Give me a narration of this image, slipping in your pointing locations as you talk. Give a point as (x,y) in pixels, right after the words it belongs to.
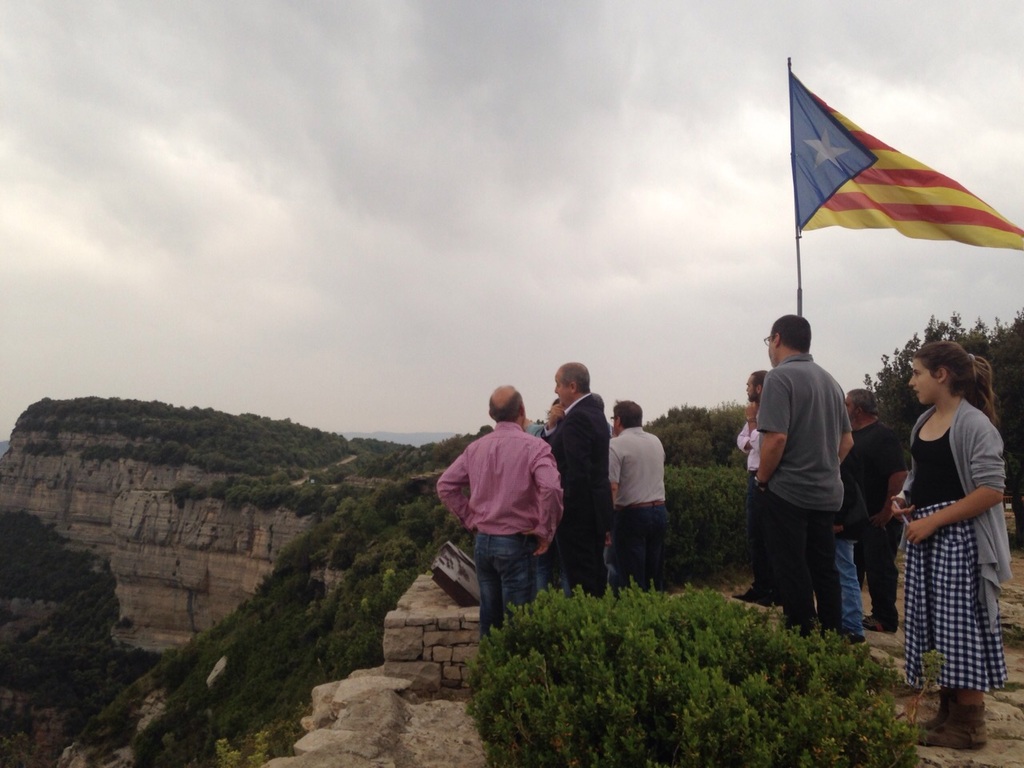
In the foreground of this image (757,600), there are persons (498,560) standing on the cliff (962,755) and there is greenery (712,722). In the background (802,211), there is a flag (861,158), greenery (374,474), cliff (178,523) and the cloud (186,219).
